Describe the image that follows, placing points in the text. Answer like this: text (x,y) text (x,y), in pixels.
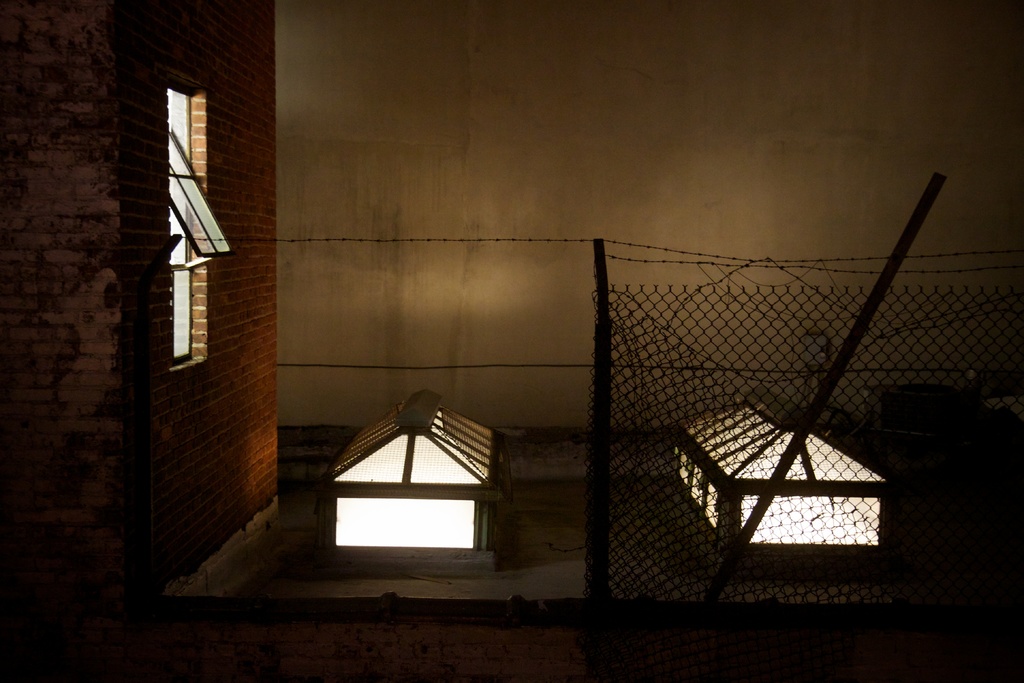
In this image, there is a window (186,256) which is attached to the wall (154,335). There is fencing (671,468) in front of the wall (747,242).
